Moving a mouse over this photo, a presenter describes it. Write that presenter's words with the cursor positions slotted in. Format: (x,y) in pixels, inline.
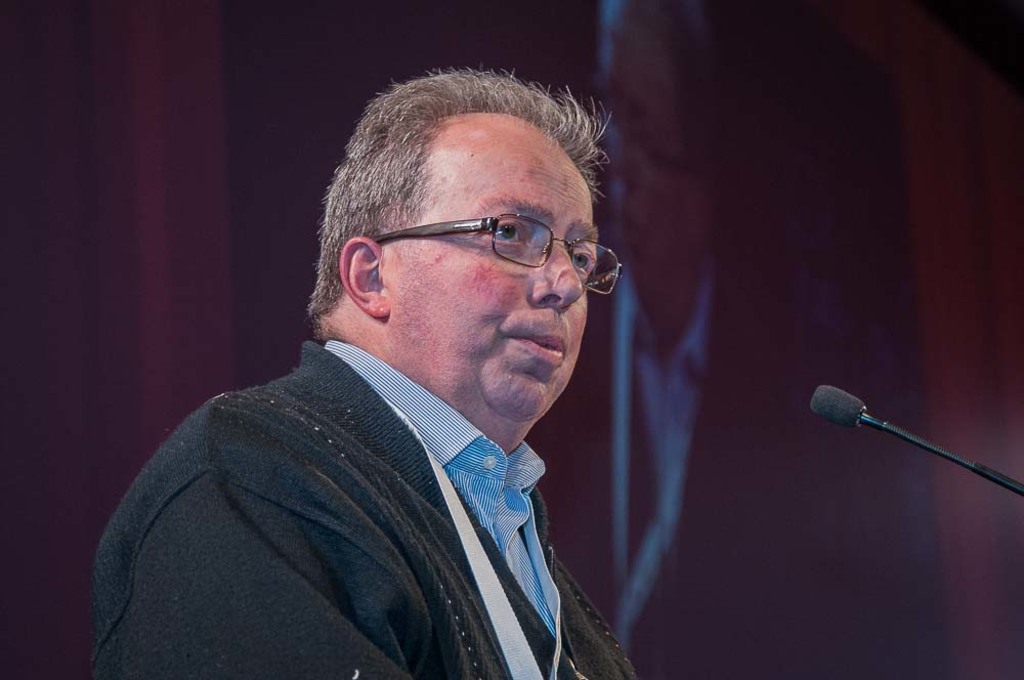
Background (1014,181) portion of the picture is dark and a screen (580,68) is visible. In this picture we can see a man (585,663) wearing spectacles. On the right side of the picture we can see a microphone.
